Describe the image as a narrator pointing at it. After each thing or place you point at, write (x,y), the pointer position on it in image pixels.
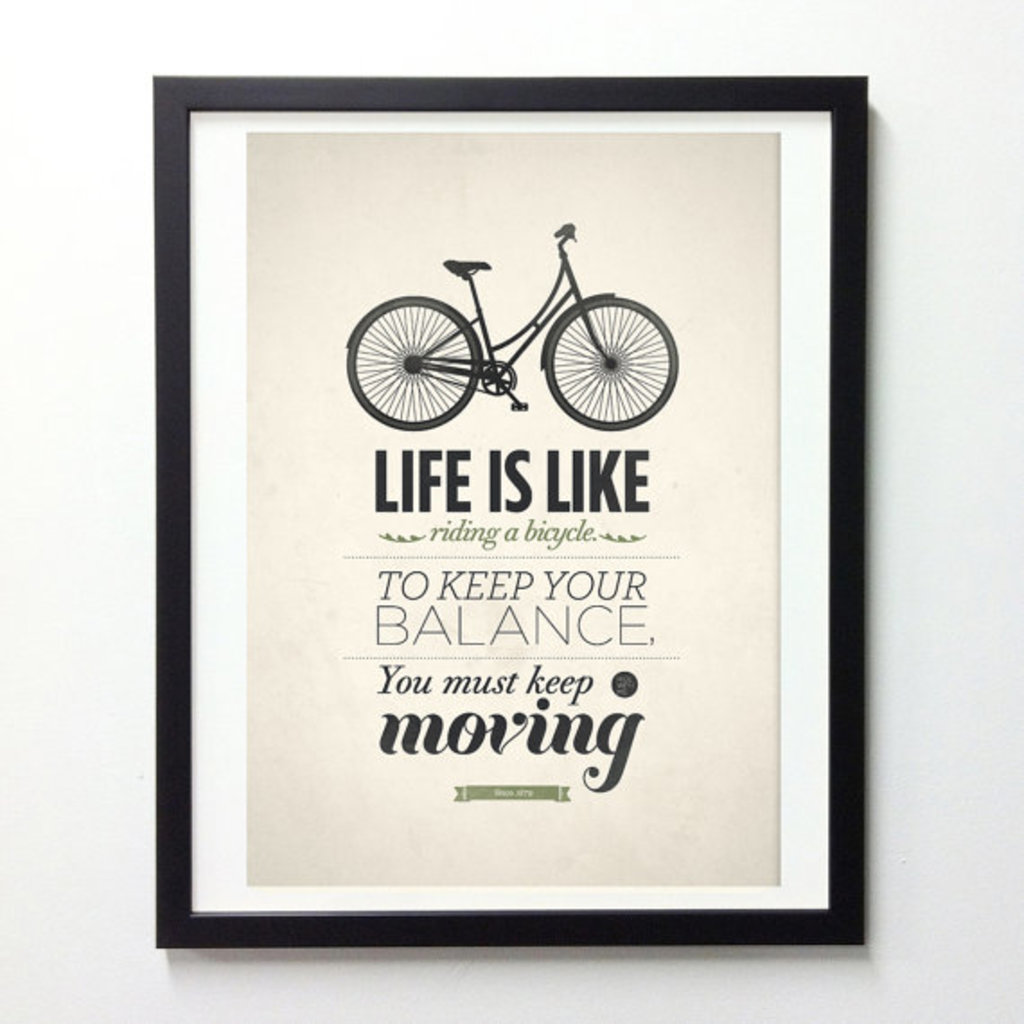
In this image, we can see a photo (777,678) on the wall (251,75), in that photo (295,515), we can see a picture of a bicycle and there is some text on the photo (318,759).
